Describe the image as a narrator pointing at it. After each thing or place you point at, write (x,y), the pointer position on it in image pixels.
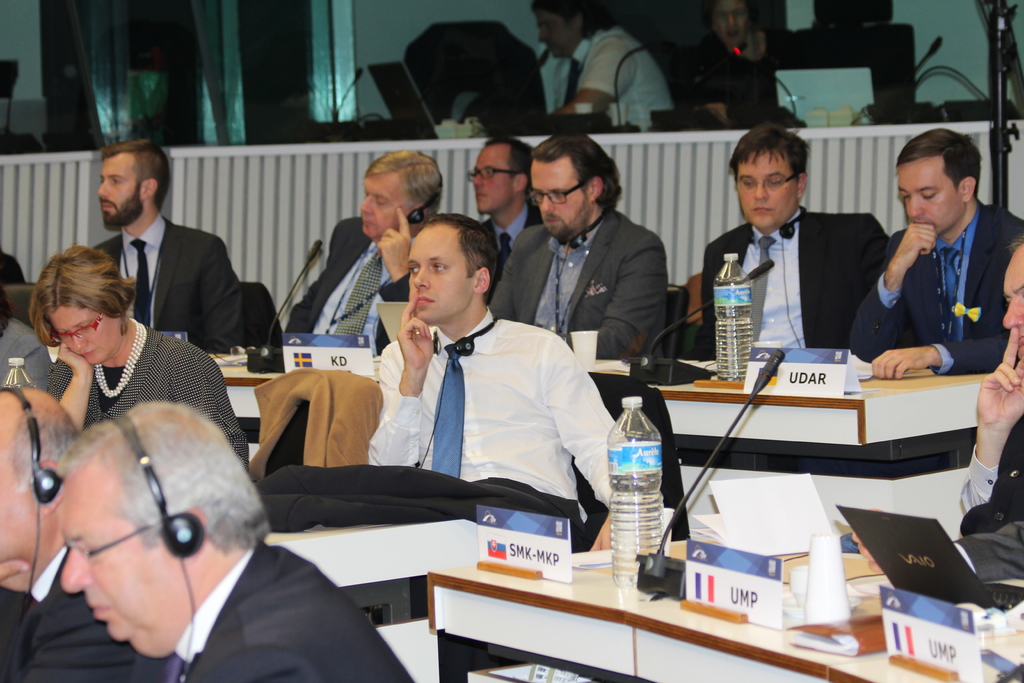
In the middle (435,247) a man (566,383) is sitting, he wore a white color shirt (507,413), tie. In the right side (888,251) there is a water bottle (627,539) on the table (586,578) and few other men (901,253) are sitting on the chairs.
